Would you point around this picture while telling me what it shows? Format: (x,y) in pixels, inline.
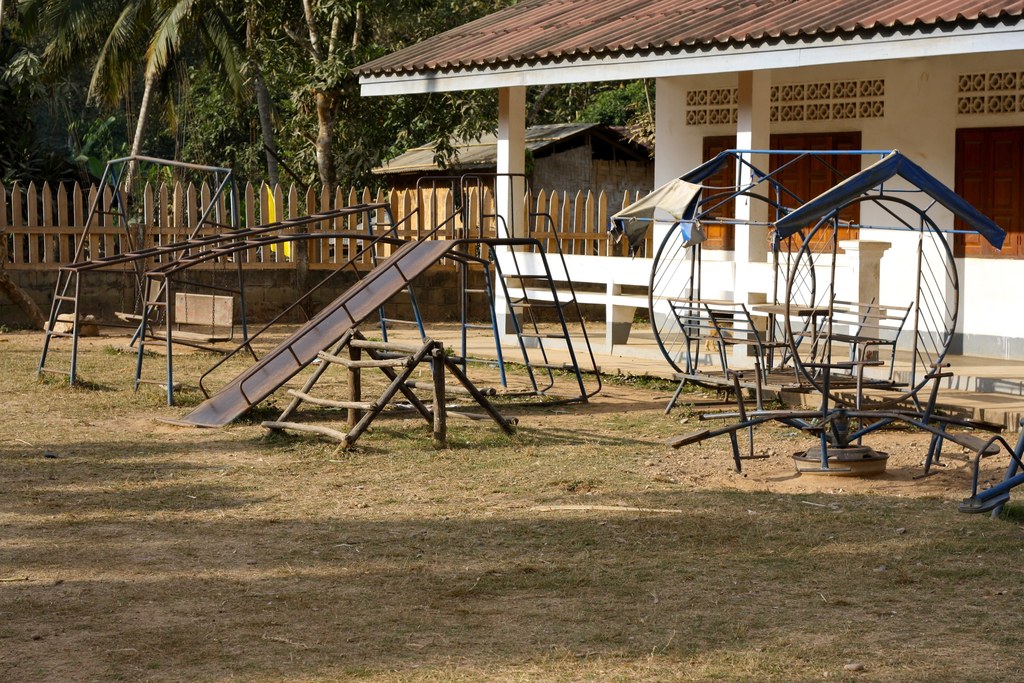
Houses (987,114) with rooftop (982,2). This is playground (490,195) with slide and playing objects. Here we can see a fence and trees (322,91).
